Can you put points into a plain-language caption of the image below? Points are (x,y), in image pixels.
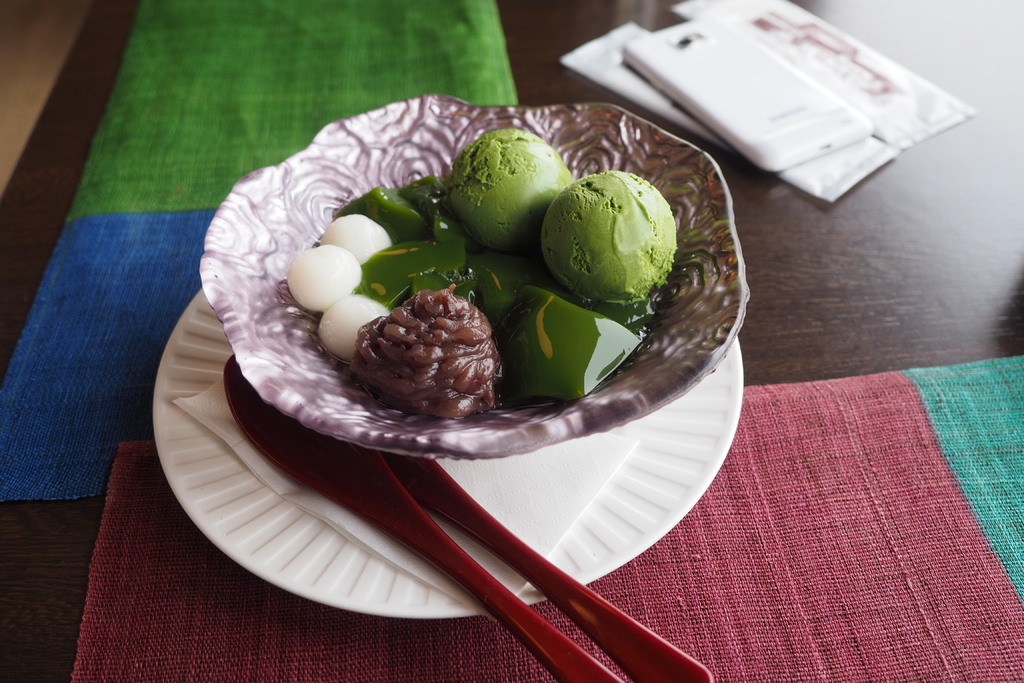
In this image we can see the bowl (569,165) of ice cream (465,179) and sweets (435,292). And we can see the plastic spoons (267,436). And we can see the mobile (736,67) on the table (971,342). And we can see the napkins (719,11).
